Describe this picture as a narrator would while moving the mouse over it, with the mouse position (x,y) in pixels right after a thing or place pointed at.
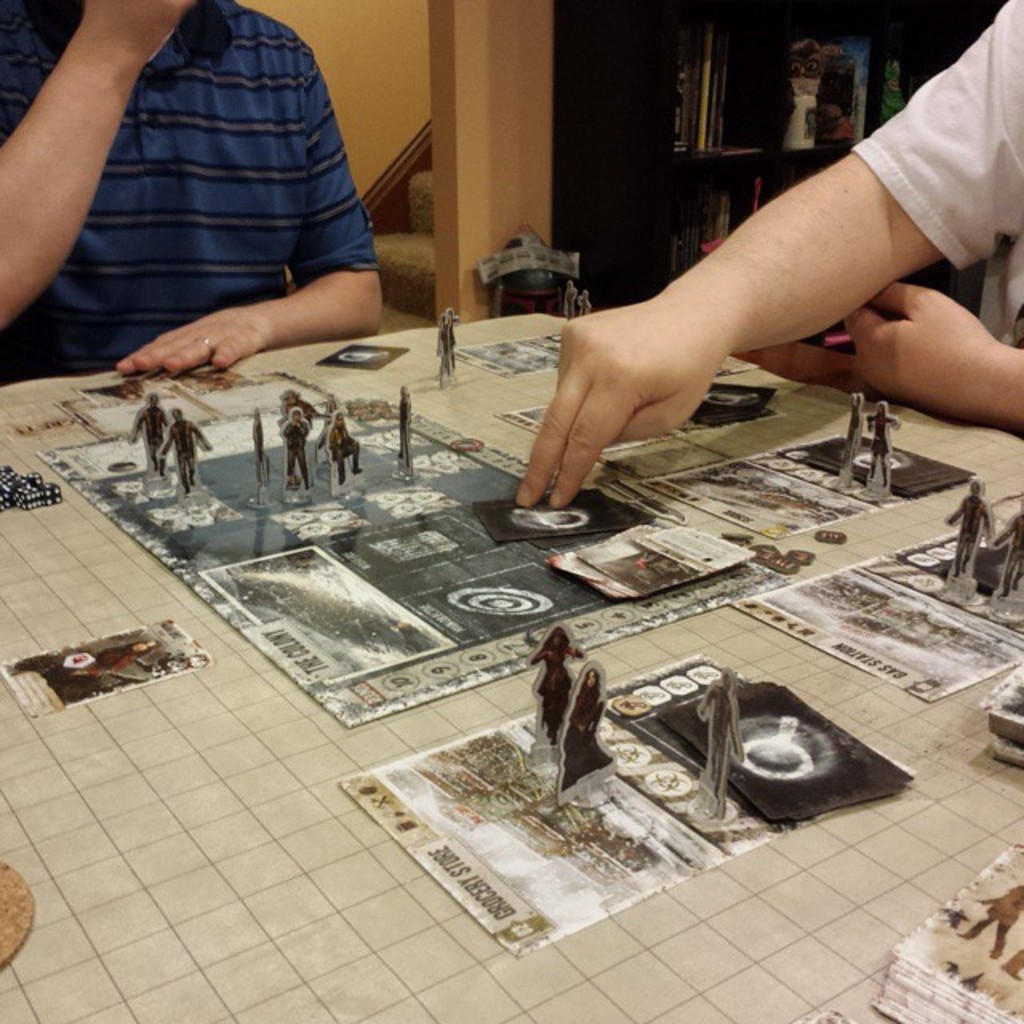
In this image we can see two people (912,143) sitting in a room (865,458), a table (81,437) and some objects (716,760) on the table (695,499), in the background (447,274) there is a cupboard (778,53), stairs (415,260) and a wall (402,132).
